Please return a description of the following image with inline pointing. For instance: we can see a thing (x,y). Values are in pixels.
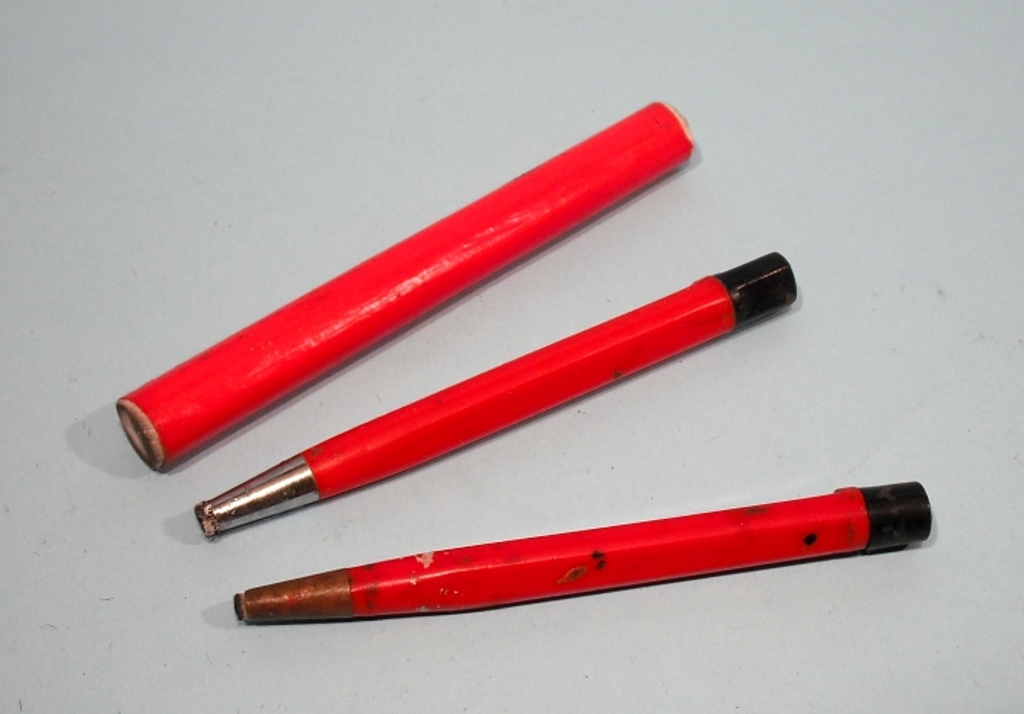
In the picture there are three different objects (369,324), three of them are of red color.
